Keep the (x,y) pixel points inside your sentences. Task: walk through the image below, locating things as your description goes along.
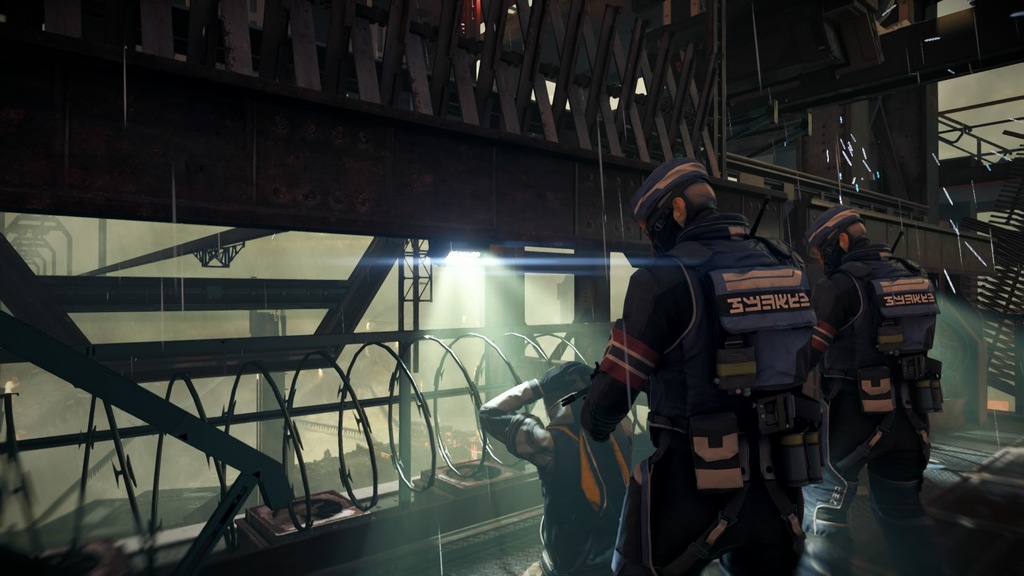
In this picture I can see three persons (740,215), there are iron rods (365,352) and some other objects (340,527).
